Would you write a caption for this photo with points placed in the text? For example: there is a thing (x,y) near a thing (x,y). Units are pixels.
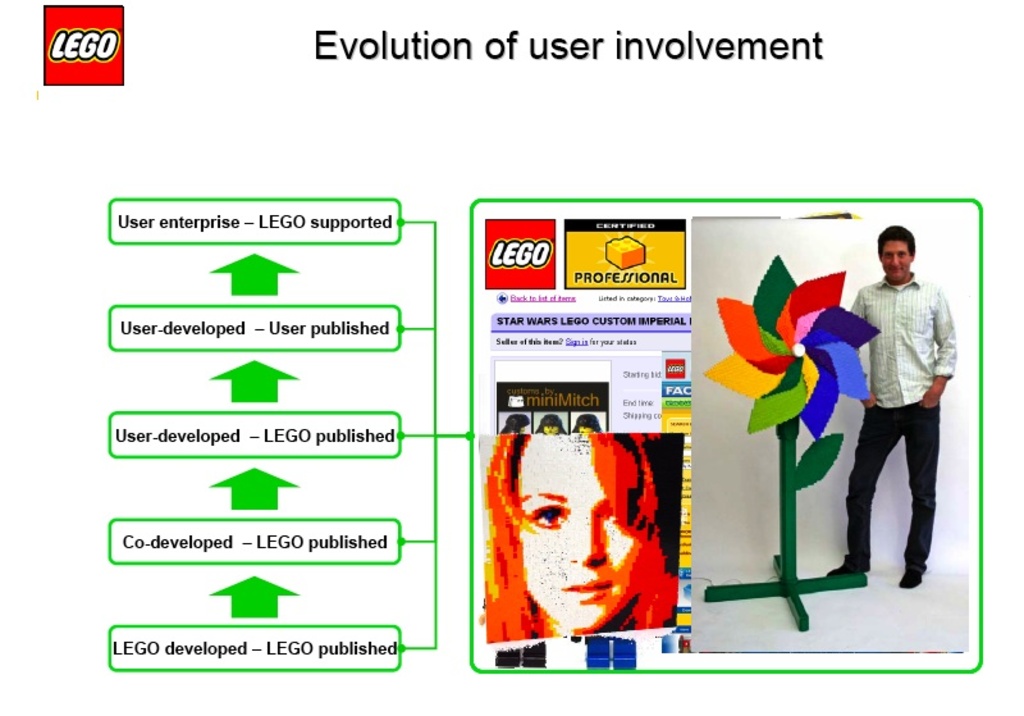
In this image, it seems like a poster (398,166) where, we can see images (540,450), text (571,341) and logos (684,364).
